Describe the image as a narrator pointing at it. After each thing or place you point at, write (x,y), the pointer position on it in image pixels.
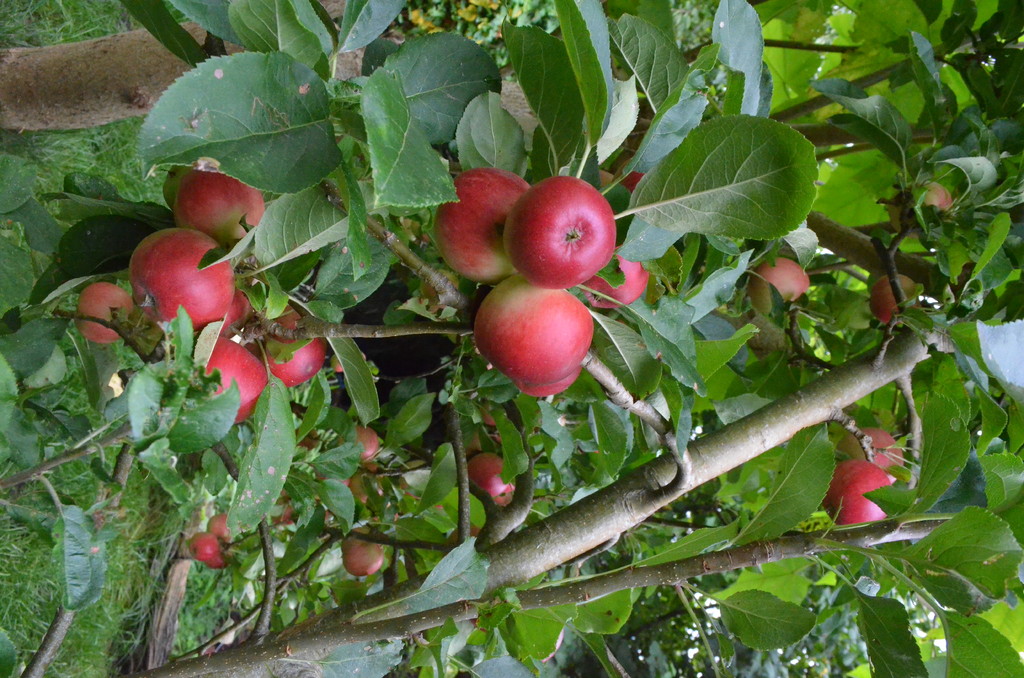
In this image we can see group of fruits (791,275) and leaves (417,169) on branches (378,236) of trees (404,496). In the background (116,550), we can see the grass (132,583).
